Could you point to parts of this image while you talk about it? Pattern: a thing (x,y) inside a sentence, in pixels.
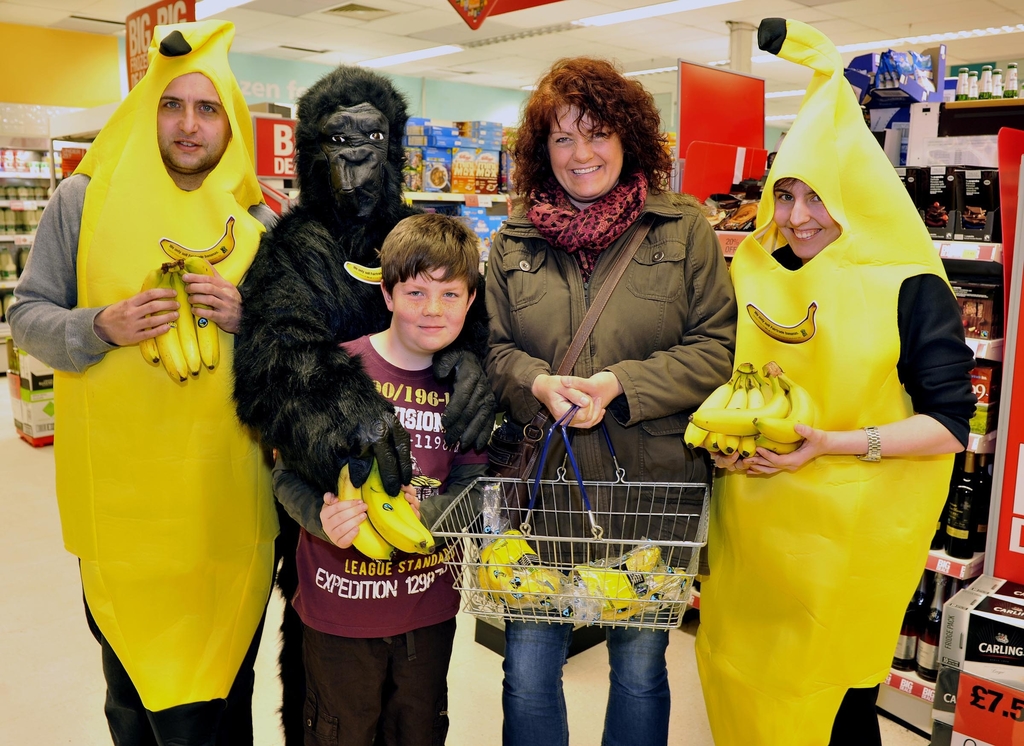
In this image we can see few persons (272,411) and among them few persons (445,422) are holding bananas (385,545) and a basket (445,528). There are few people (373,304) wearing costumes (206,371). Behind the persons (576,251) we can see group of objects (975,211) on the racks (13,137). At the top (387,54) we can see the roof (553,38) and lights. We can see boards (975,704) with text (988,699).
